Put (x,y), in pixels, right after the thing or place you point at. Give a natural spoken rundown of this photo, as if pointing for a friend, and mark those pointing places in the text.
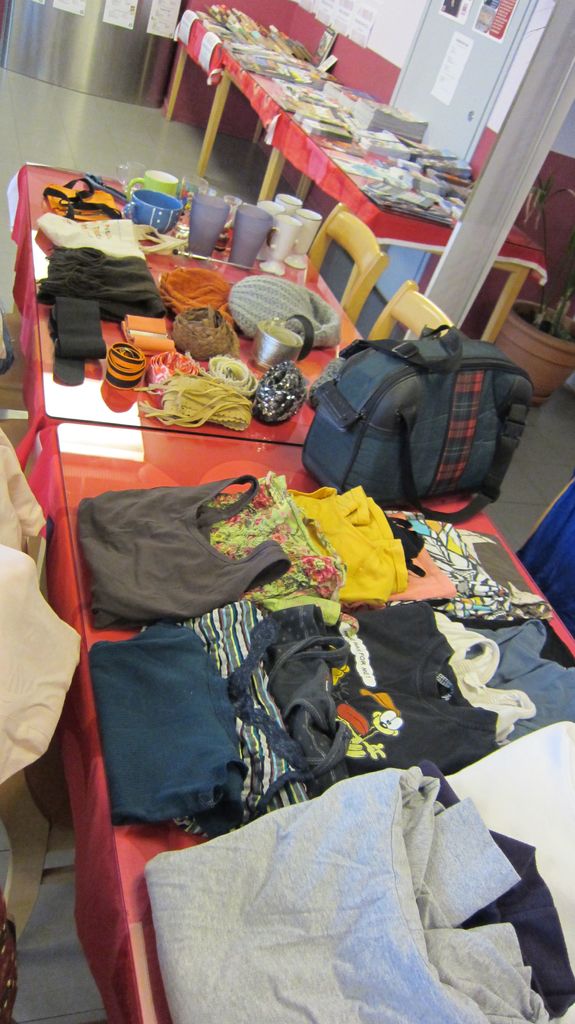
In this picture, there are three tables (307,161). On one of the table (158,442), there are clothes (331,660). In another table (200,264), there are glasses (252,253), ropes (231,361), clothes (268,299) are placed. On the top (304,107), there is a table (429,229) with books (410,166). Towards the right (420,433), there is a bag (382,456) on the table (150,434).
